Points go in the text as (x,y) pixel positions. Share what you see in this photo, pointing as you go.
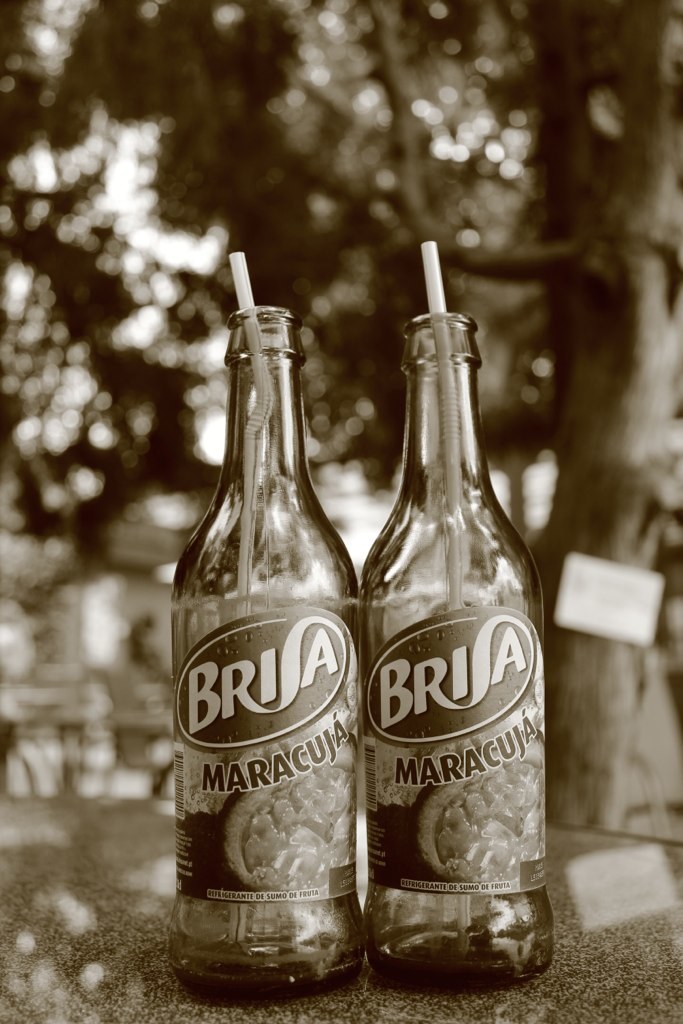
In this picture we can see two bottles (419,775) with the straws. And on the background (342,198) there are trees (337,153).
